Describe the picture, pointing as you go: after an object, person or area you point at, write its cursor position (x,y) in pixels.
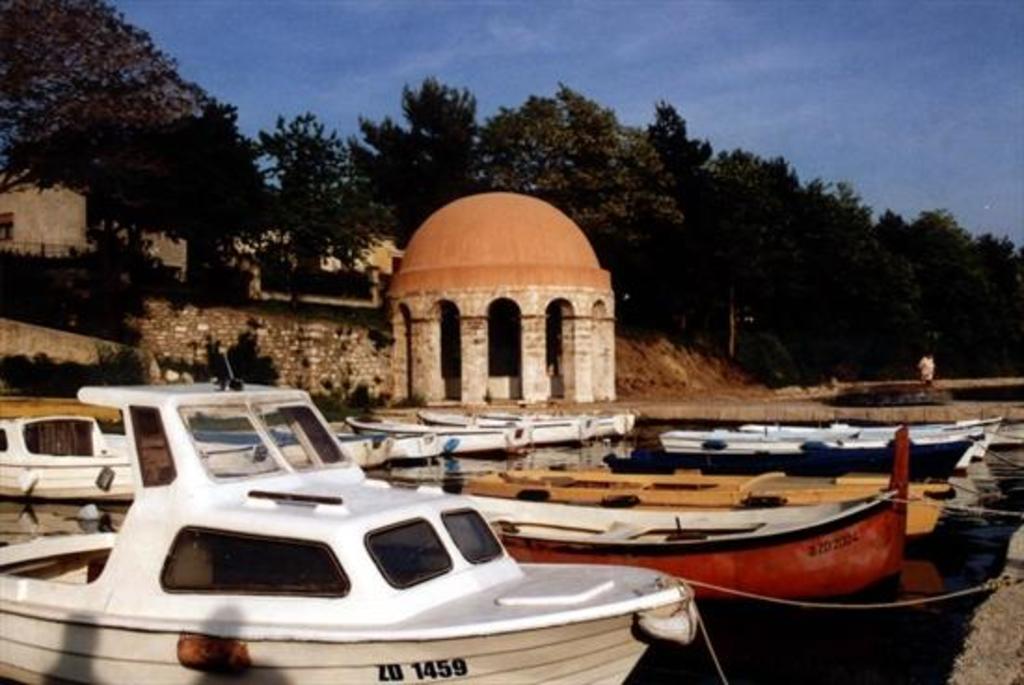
In this image we can see many boats (458,515) on water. In the back (170,344) there is a wall (198,344). Also there is a dome shaped architecture (470,295) with pillars (522,314) and arches (448,298). In the background (310,195) there are trees (712,232) and buildings (55,226). And there is sky (491,80).
